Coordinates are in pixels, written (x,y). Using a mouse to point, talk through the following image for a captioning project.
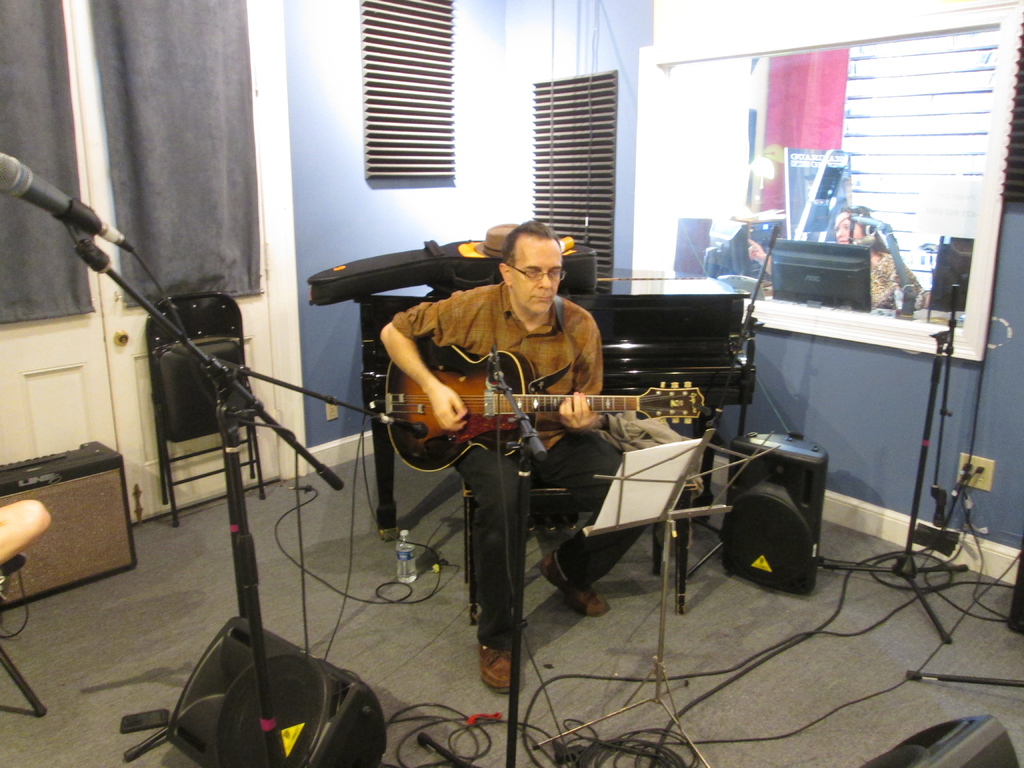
This picture is clicked inside the room (820,342). The man (541,291) in the middle (526,289), is sitting on the chair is wearing black pant (566,540). He is playing, he is holding guitar (669,400) in his hands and playing it. He is wearing spectacles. In front, we see three speakers (804,574) and on left corner of this picture (1,156), we see microphone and behind the man (514,317) we see piano (618,284) and next to it we see black chair (179,359). Behind that we see door (141,335) with grey color sheet (200,120) or curtain (254,166). We see wall (345,191) with blue color and on the right top (923,227) we see a window (914,206) from which a woman (880,299) is visible and she is talking to someone and we can even see system (837,243) over there.
